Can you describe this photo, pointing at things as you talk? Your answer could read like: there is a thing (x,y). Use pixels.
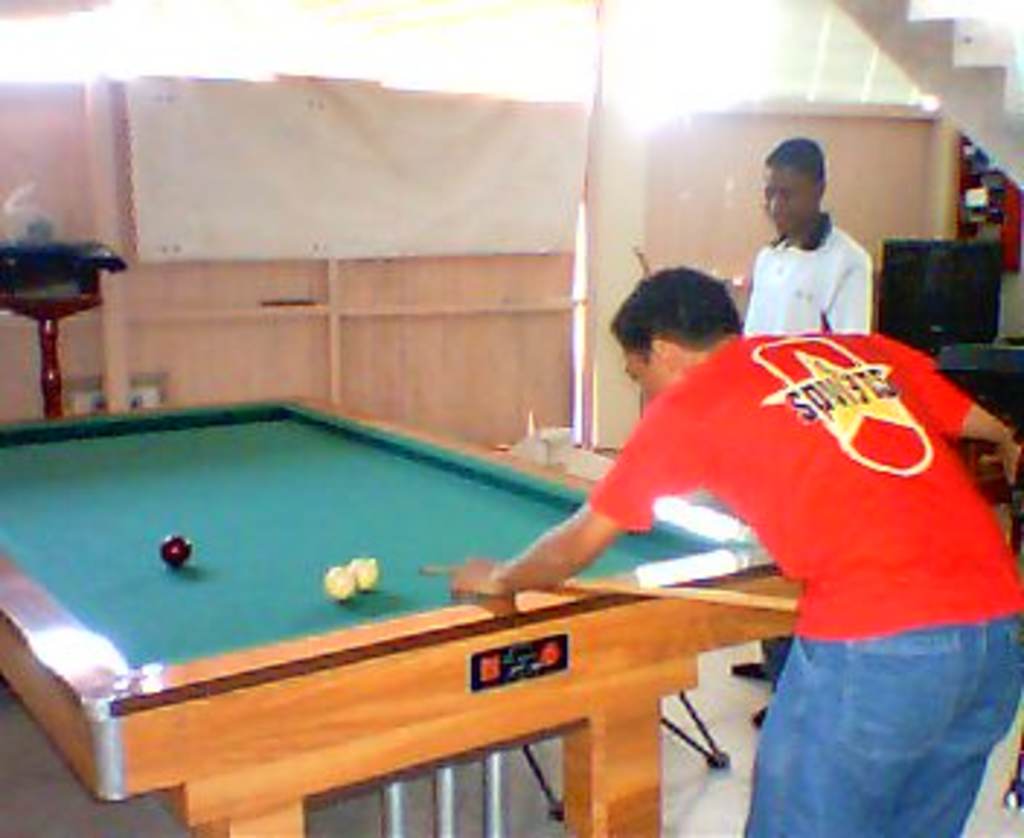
In this picture there is a ball pool table (135,484) and a person (824,422) in red shirt (812,380) and blue jeans (869,686) holding a stick (444,567) and hitting the ball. There is another person (794,293) besides him and he is wearing white t shirt (836,241). In the background (266,197) there are some staircases (939,59), television (951,272) and a wall (902,157).
